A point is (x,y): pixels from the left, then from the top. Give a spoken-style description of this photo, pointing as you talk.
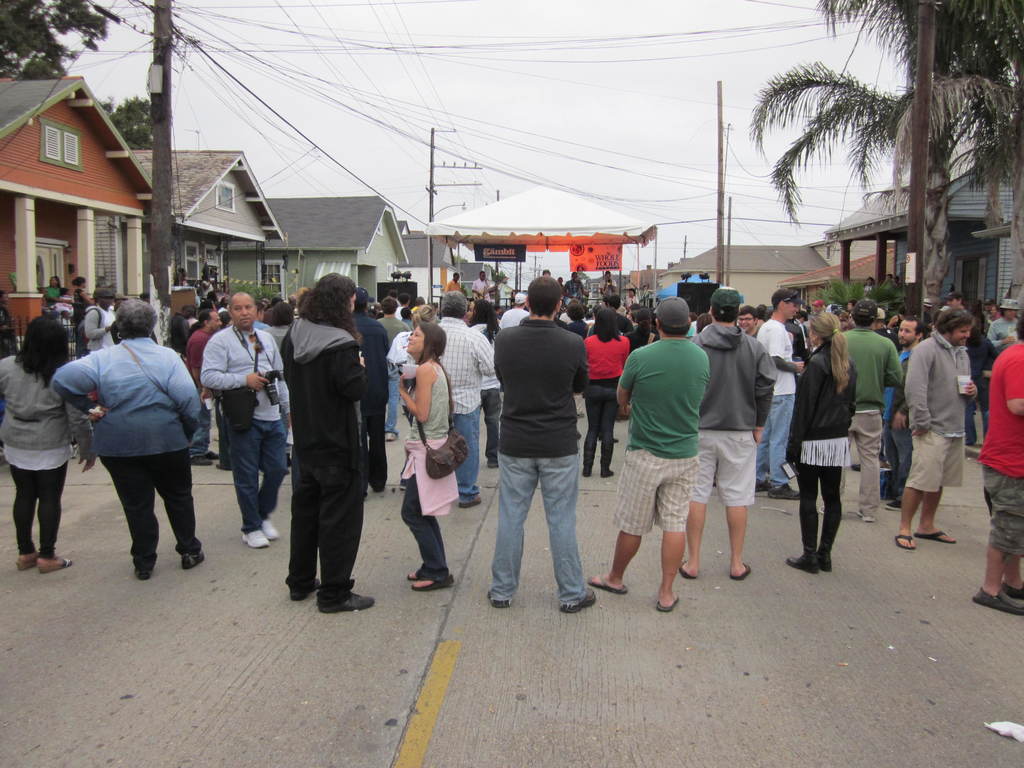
In this image there are group of persons (579,395) standing and walking. On the left side (183,227) there are buildings (356,249), poles (430,209), trees (128,103). In the center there is a tent (508,231) in the background (505,235). On the right side (801,246) there are poles (720,232) and there are buildings (875,234) and the sky (565,107) is cloudy.
